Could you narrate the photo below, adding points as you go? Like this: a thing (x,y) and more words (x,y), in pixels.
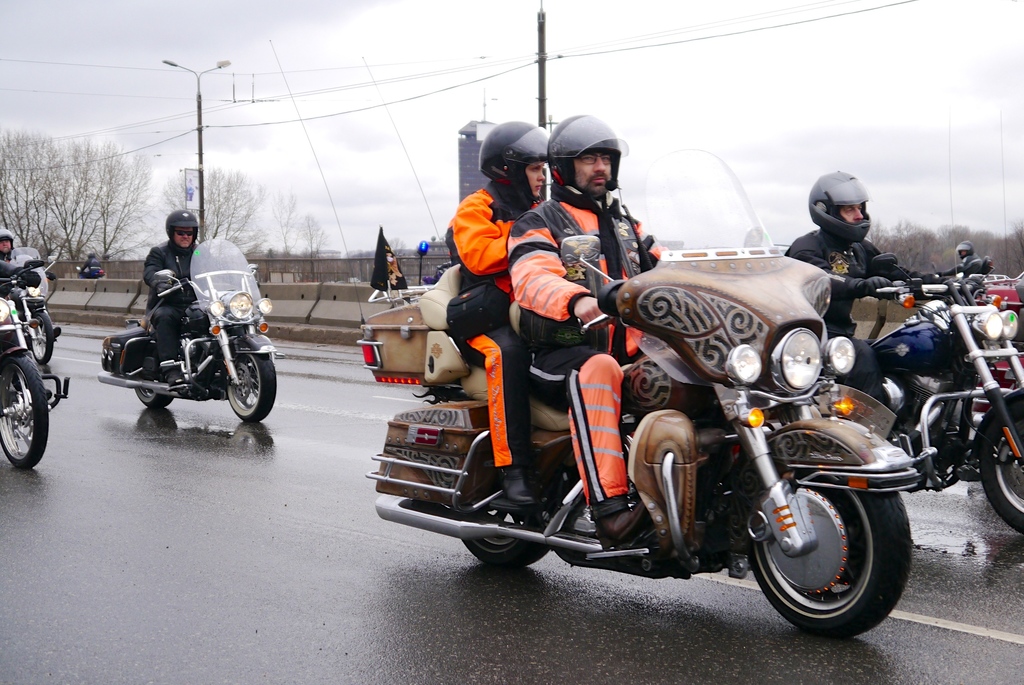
In this image I can see few persons (90,259) wearing jackets (541,273), helmets (517,173) on the heads (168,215) and riding the bikes (541,502) on the road (242,536) towards the right side (959,479). In the background (198,102), I can see few poles (200,82) along with the wires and trees (137,153). At the top of the image (156,27) I can see the sky (208,30).
